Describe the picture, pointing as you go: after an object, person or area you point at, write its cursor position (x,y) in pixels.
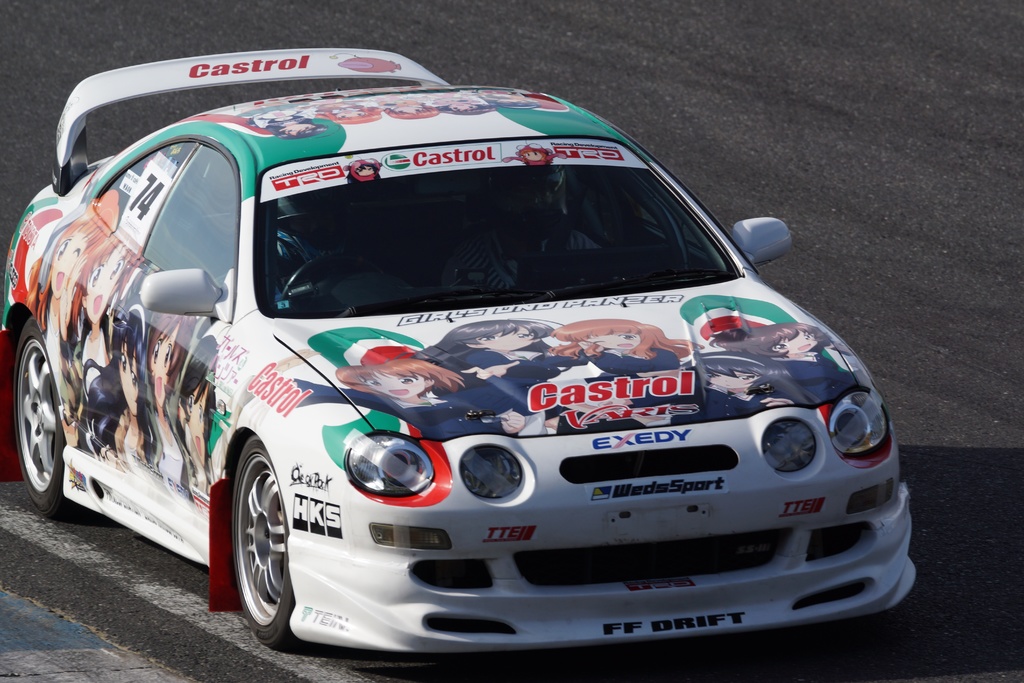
This is a car (167,346) with the painting (318,353) on it. I can see two people (552,222) sitting inside the car (478,275). These are the wheels (48,432), side mirrors (181,301), headlights (419,484), bumper (598,607) and car doors (138,446) are attached to it. Here is a road (757,102).
